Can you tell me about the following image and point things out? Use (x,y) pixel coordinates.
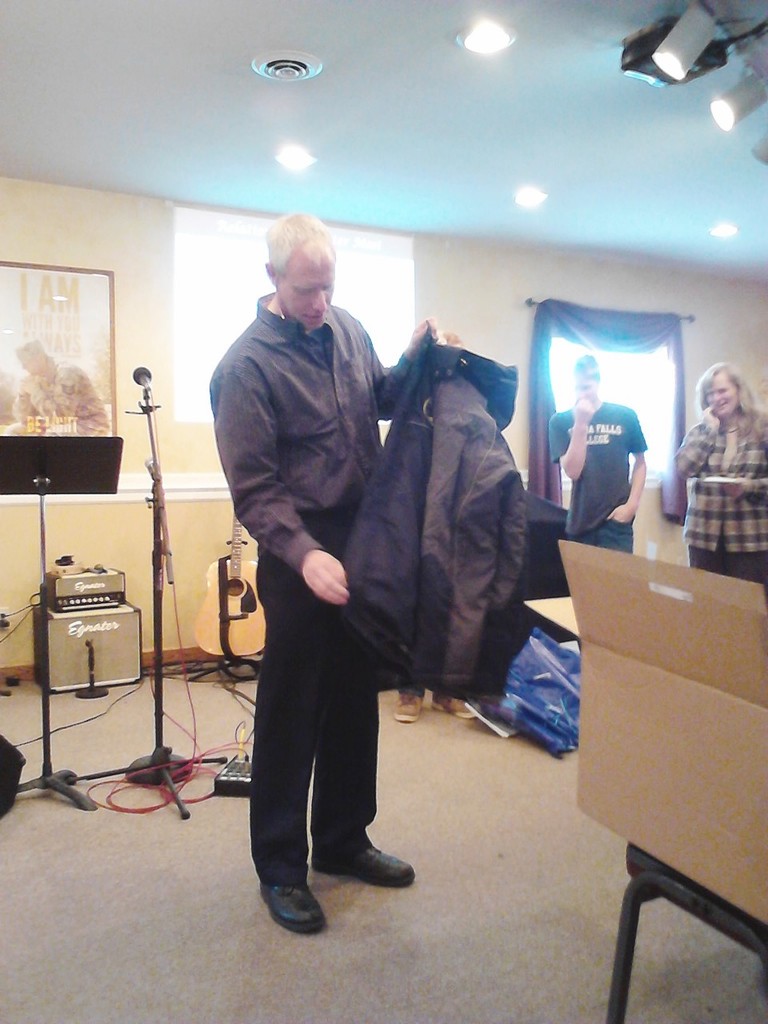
This is an inside view of a room (119,544). In the middle of the image (272,491) there is a man (304,518) holding a jacket (411,477) in the hands (317,578) and standing. On the right side (732,748) there is a card box (681,781) placed on a metal stand (640,892). In the background (611,423) two people (716,437) are standing and looking at this man (286,507). On the left side (58,668) a metal stand (24,468), mike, box (66,666), guitar (209,650) and few cables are placed on the floor (141,908). In the background (651,382) there is a window (633,366) and also there is a curtain (598,329) few and posters (58,307) attached to the wall (81,215). At the top of the image (645,45) there is a projector (637,71) and few lights (481,43).
